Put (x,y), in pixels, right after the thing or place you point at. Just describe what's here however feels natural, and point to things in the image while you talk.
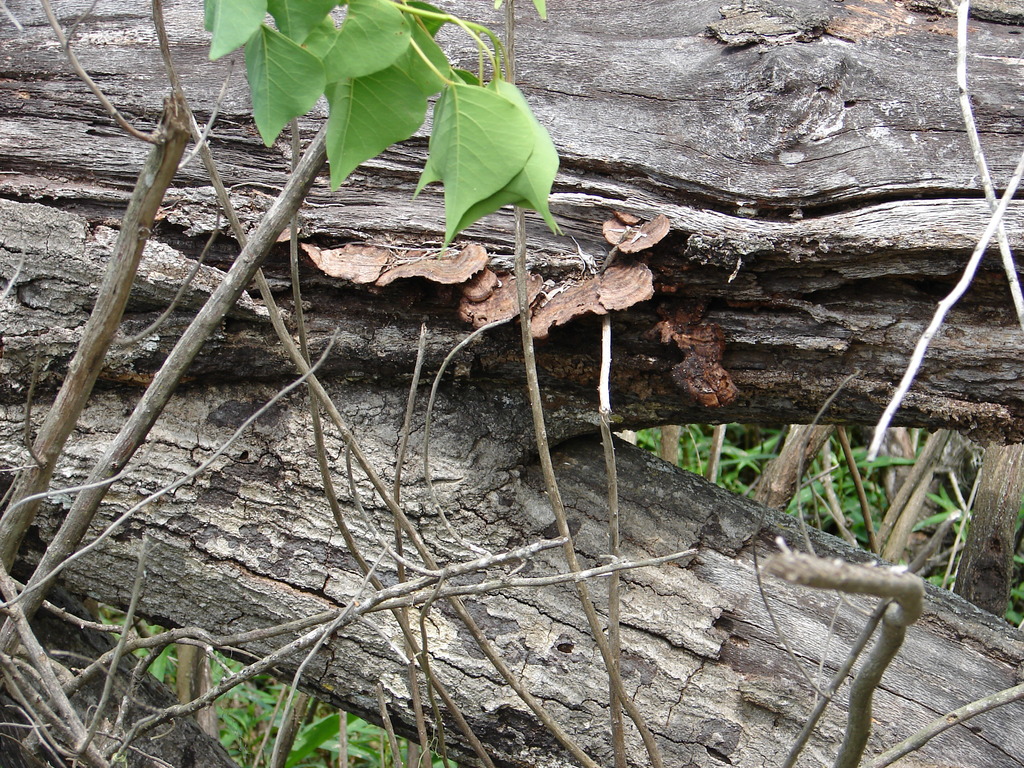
In this image I can see a wood (484,19) at the top (544,198) I can see a leaf (534,159) and the background (739,455) there are many grasses (307,714).
